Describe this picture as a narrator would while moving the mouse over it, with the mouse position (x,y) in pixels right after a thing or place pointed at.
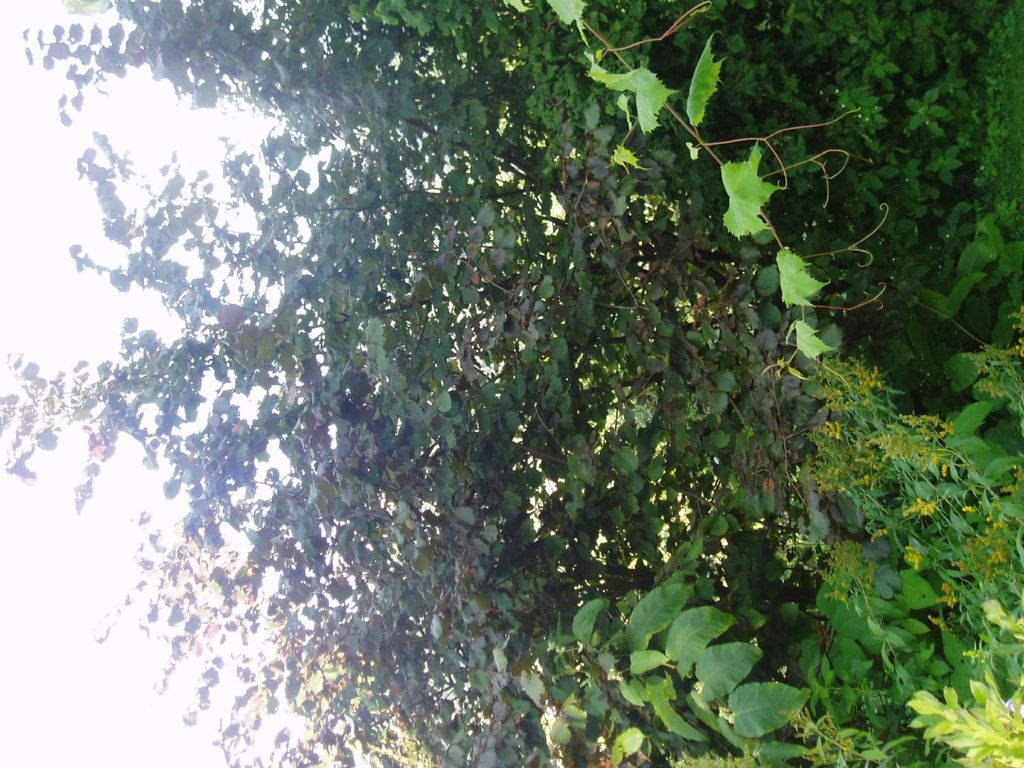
In this image, we can see some plants (770,400). On the left side of the image (67,382), we can see the sky (7,601).
